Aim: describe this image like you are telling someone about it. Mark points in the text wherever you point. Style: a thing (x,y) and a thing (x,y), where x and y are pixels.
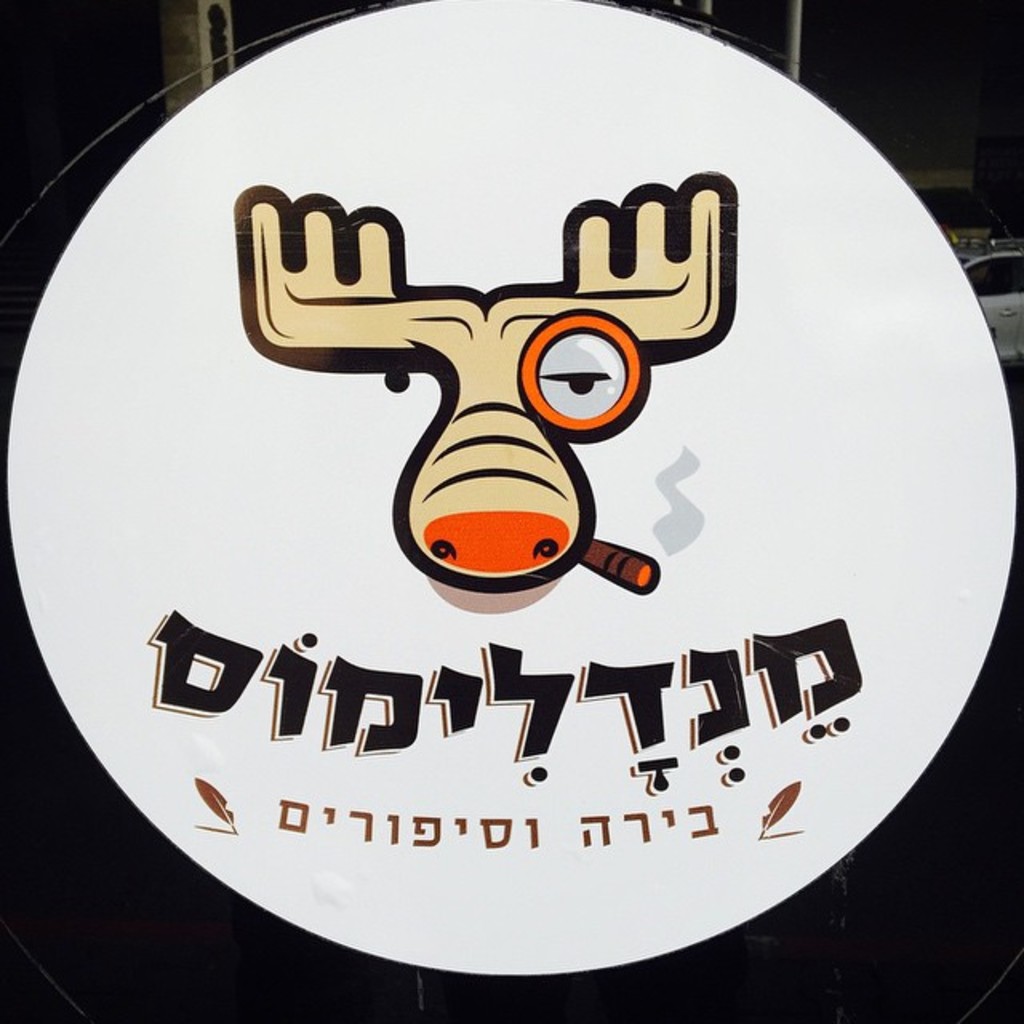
In this picture there is a poster (463,426) with the symbol (553,431) of an animal (516,477) and there is some text (464,695) written on the poster (572,711). In the background (1010,258) there is a car (995,315) which is white in colour is visible.
